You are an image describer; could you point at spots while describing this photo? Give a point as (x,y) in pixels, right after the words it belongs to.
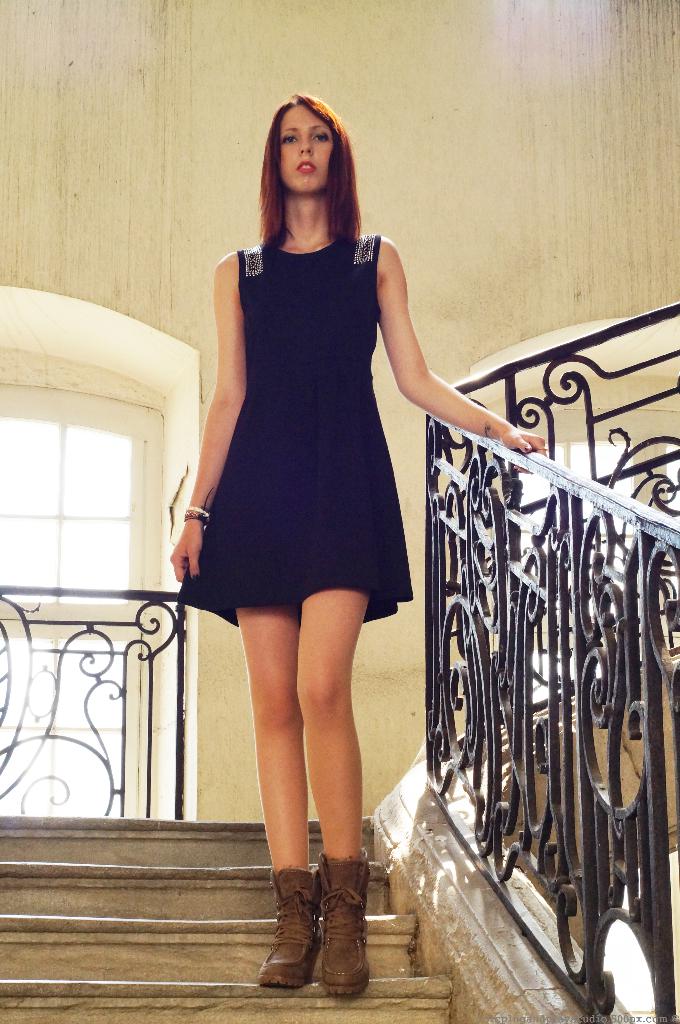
In this picture we can see a woman (280,850) standing on the stairs (381,837). She wore a black dress (360,569). On the right side of the picture (570,617) we can see a grilled fence (556,685).
